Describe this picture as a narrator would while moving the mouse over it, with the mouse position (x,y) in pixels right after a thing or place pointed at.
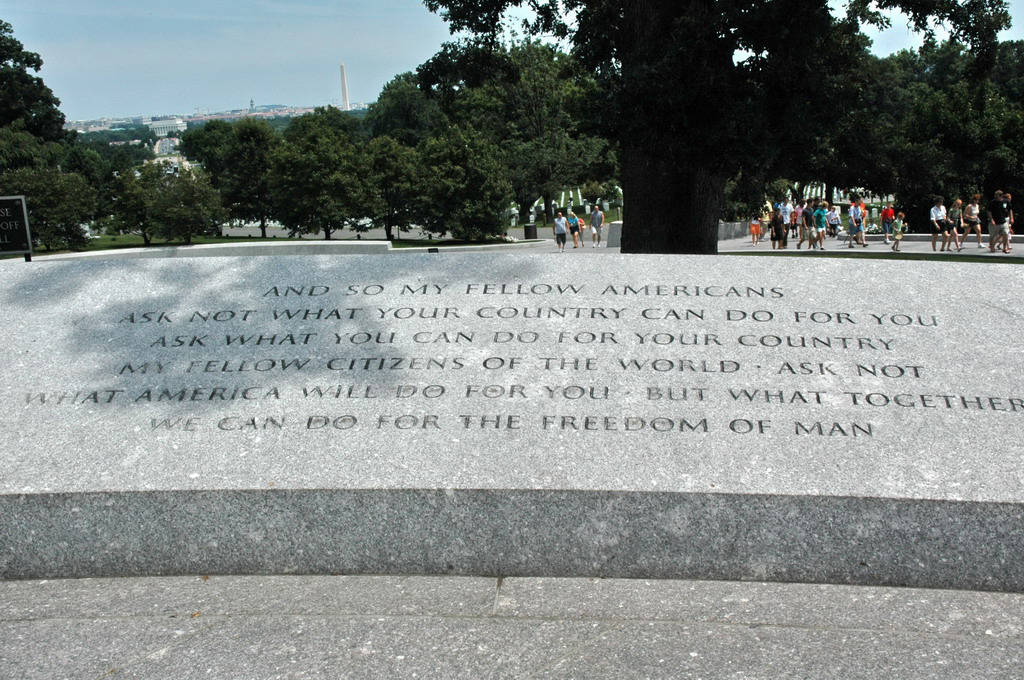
In this image there is some text (164,315) on the wall (411,447), behind that there are a few people (900,214) walking on the path (903,240), there are trees (354,138), buildings (123,124) and in the background (340,44) there is the sky (394,66).
